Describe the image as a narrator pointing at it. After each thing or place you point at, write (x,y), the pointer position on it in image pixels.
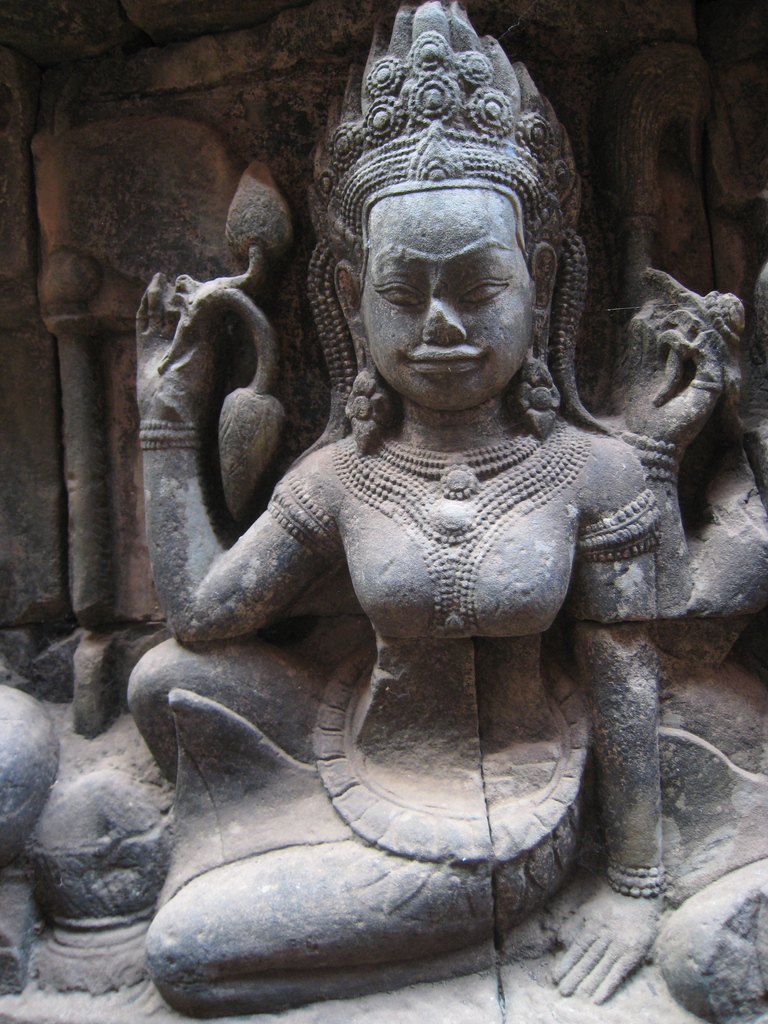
In this image there is an idol statue (291,555). In the background (162,95) there is a wall (164,63).
